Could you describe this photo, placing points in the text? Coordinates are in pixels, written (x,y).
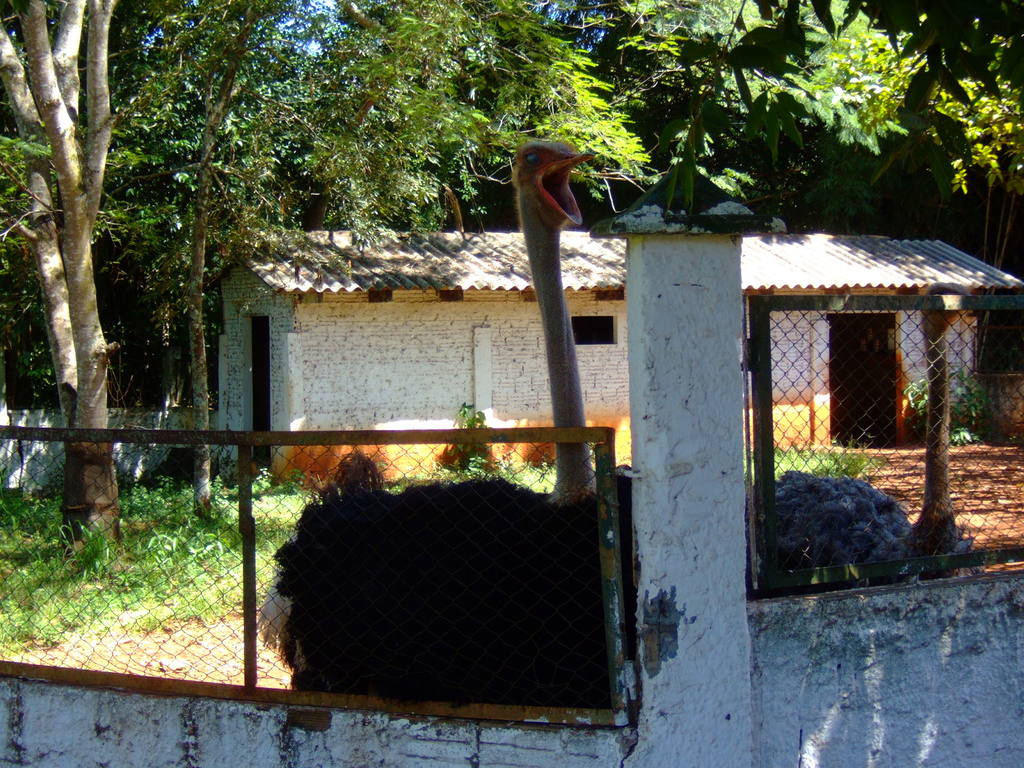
In this image there are two ostriches (593,551) standing on the ground (269,571). In front of them there is a fencing (252,573) on the wall (683,719). Behind them there is a house (506,297). There are plants (170,492) and grass (179,526) on the ground (145,597). In the background (84,269) there are trees (546,128). At the top (315,8) there is the sky (311,41).
